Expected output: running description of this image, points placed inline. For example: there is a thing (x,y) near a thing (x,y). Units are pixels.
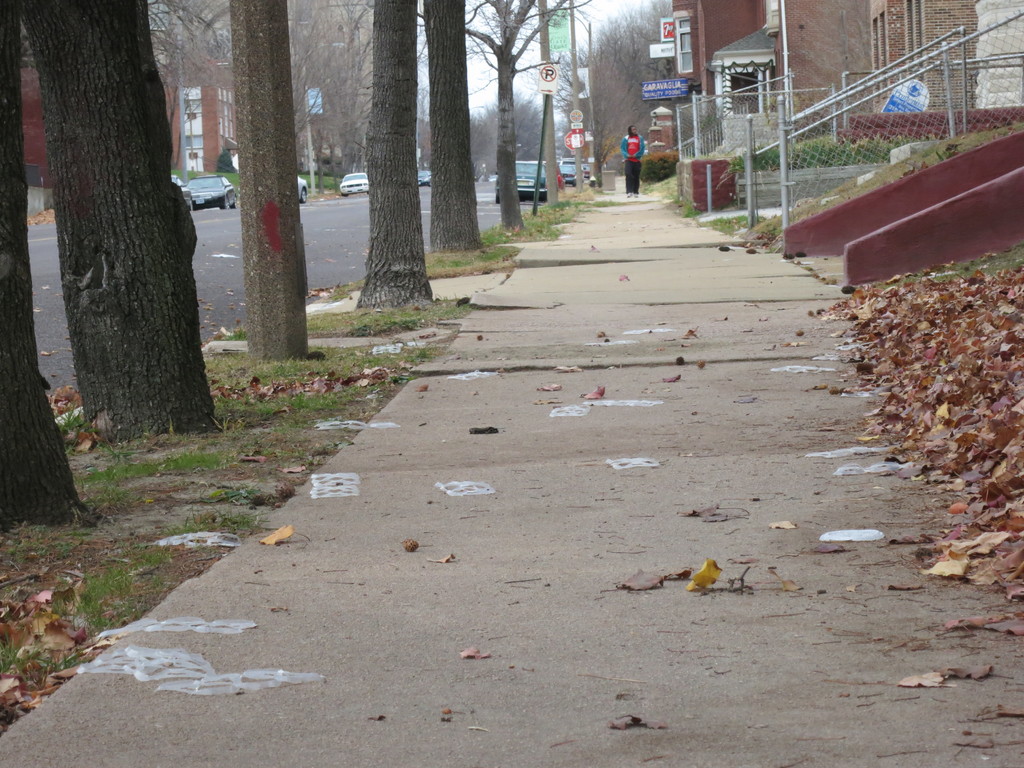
In this image I can see few vehicles (358,186) on the road (212,244). To the side of the road (204,274) I can see many trees (409,224), poles (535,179) and the buildings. I can see one person (630,187) standing in-front of the building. There are some boards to the buildings (694,49). In the background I can see the sky (491,95).
